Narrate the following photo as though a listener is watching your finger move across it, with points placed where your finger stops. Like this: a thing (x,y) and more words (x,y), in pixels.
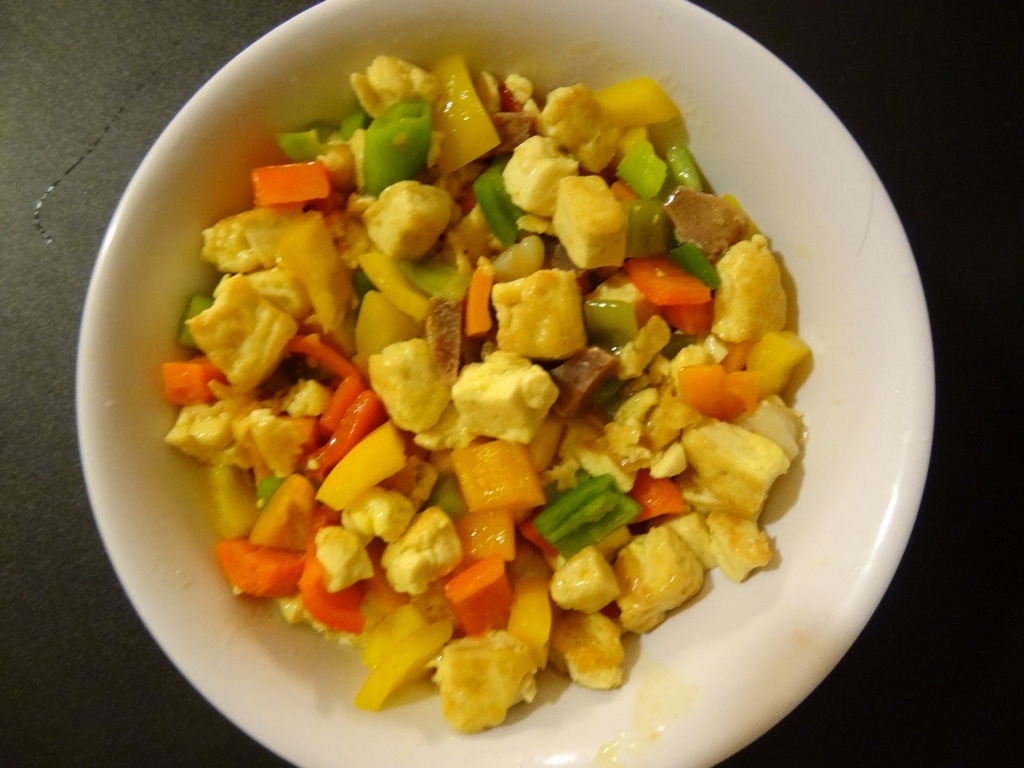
In this image I can see a bowl (775,106) which consists of some food item (241,402) in it.
